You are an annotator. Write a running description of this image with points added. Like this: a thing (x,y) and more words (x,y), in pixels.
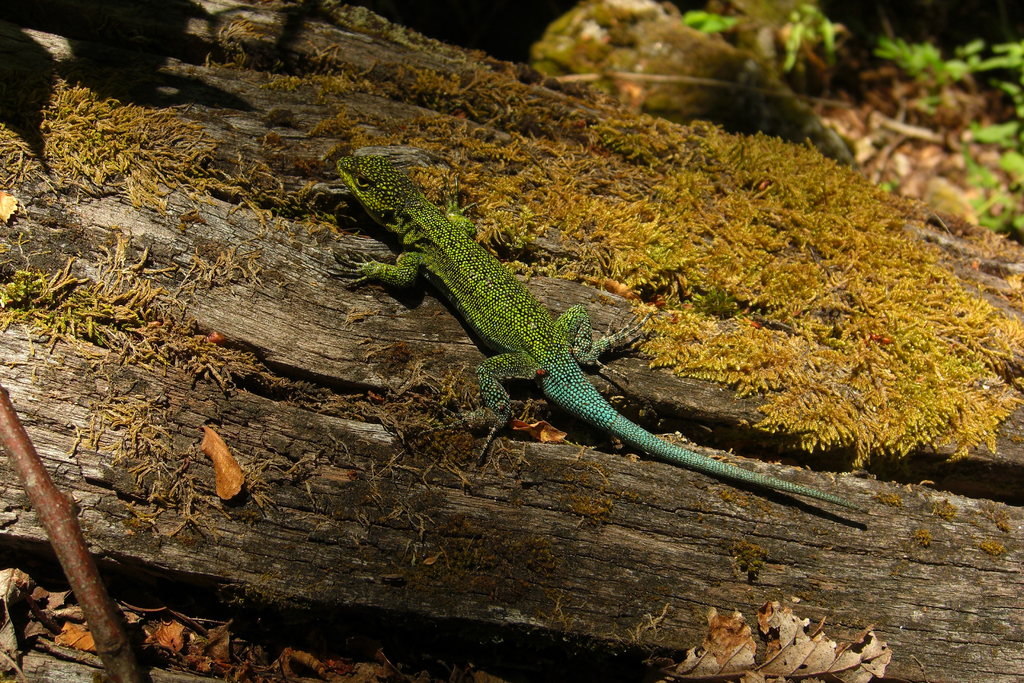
In this image we can see a reptile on the wooden log (263,377). Here we can see the dry leaves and this part of the image is slightly blurred.
